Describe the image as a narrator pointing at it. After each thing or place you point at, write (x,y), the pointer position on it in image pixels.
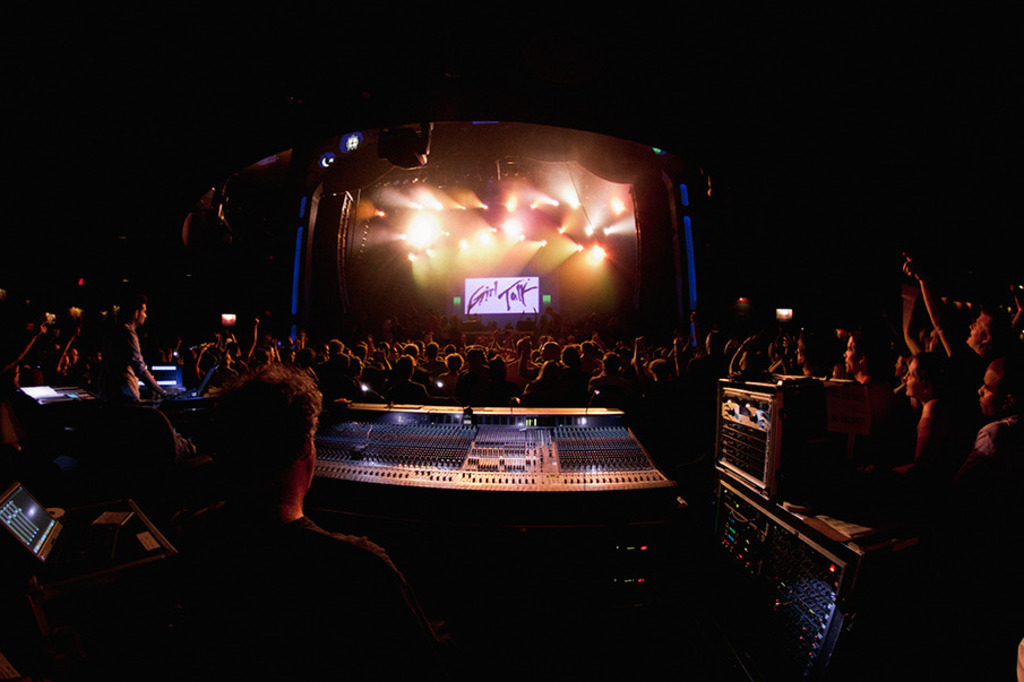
In this image we can see DJ equipment (807,671), laptop (201,389), group of people (228,429), roof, lights (616,230), screen (535,307), and other objects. There is a dark background (859,137).
